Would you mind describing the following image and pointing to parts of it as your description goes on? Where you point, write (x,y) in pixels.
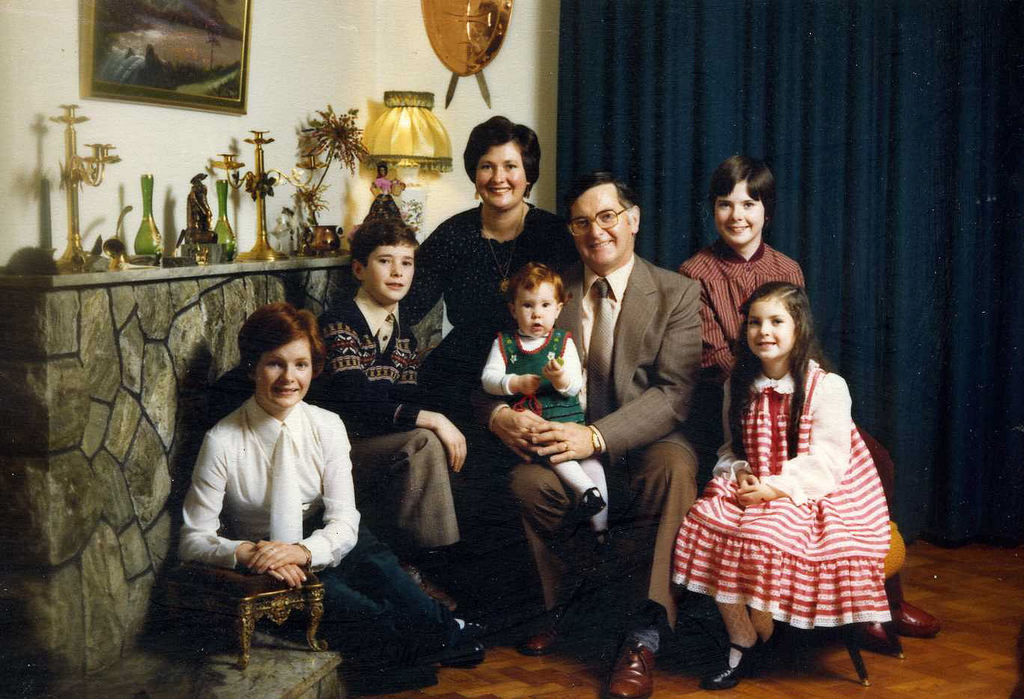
In this image, we can see persons (526,247) and kids (791,428) wearing clothes (458,360). There are objects (322,167) on the left side of the image (216,257). There is a photo frame (182,28) on the wall (31,44). There are swords (485,81) with a shield (470,27) at the top of the image (460,5). There is a curtain (819,131) on the right side of the image (718,131). There is a stool (233,602) in the bottom left of the image (233,602).
